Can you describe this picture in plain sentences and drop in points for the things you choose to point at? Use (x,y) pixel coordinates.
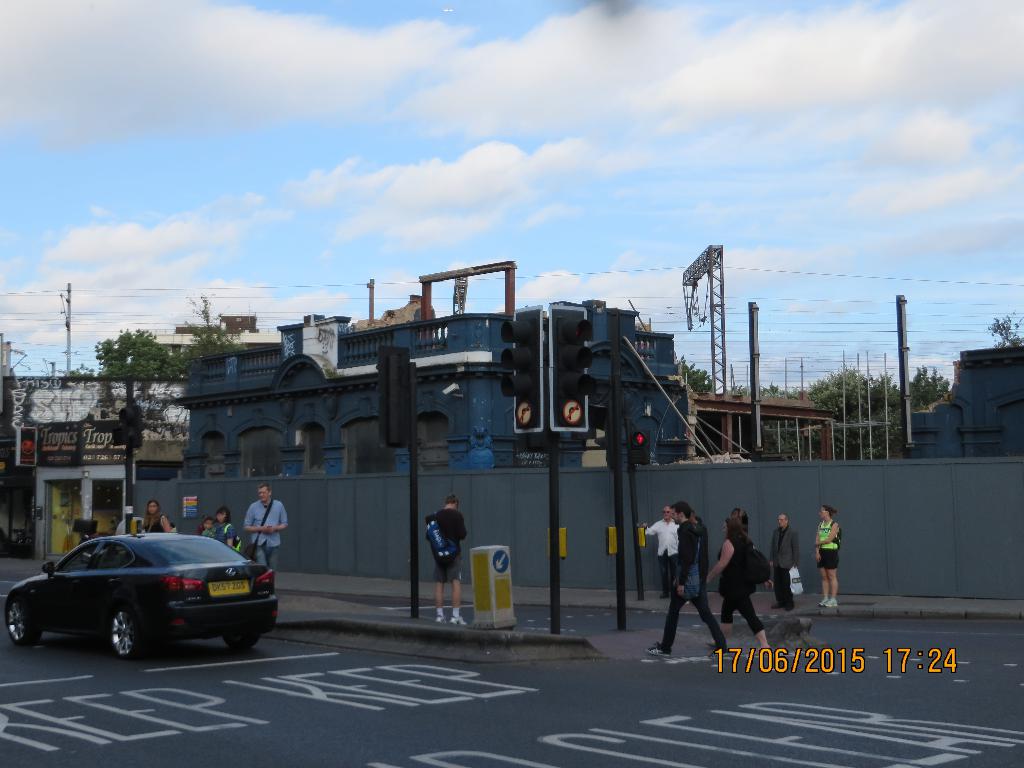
In this image, there are few people (273,556) standing and few people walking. This is a car (198,630) on the road (190,651). These are the traffic lights (405,425), which are attached to the poles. I can see the buildings (225,401). This looks like a transmission tower (707,297) with the current wires (840,302). These are the trees (842,396) and poles (755,416). I can see the clouds (869,59) in the sky (444,138). At the bottom of the image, I can see the watermark (939,650).
